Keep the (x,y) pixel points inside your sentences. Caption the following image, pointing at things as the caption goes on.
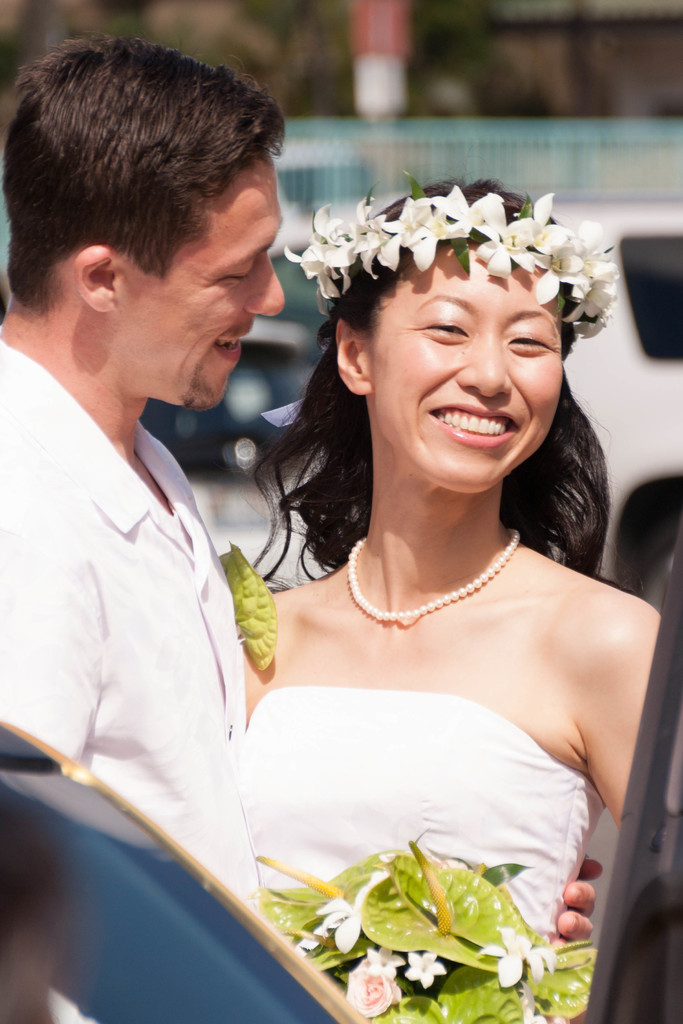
In this picture we can see a man (142,795) and a woman (471,274) smiling and in the background (648,191) we can see vehicles (620,236), fence (609,147) and it is blurry.
